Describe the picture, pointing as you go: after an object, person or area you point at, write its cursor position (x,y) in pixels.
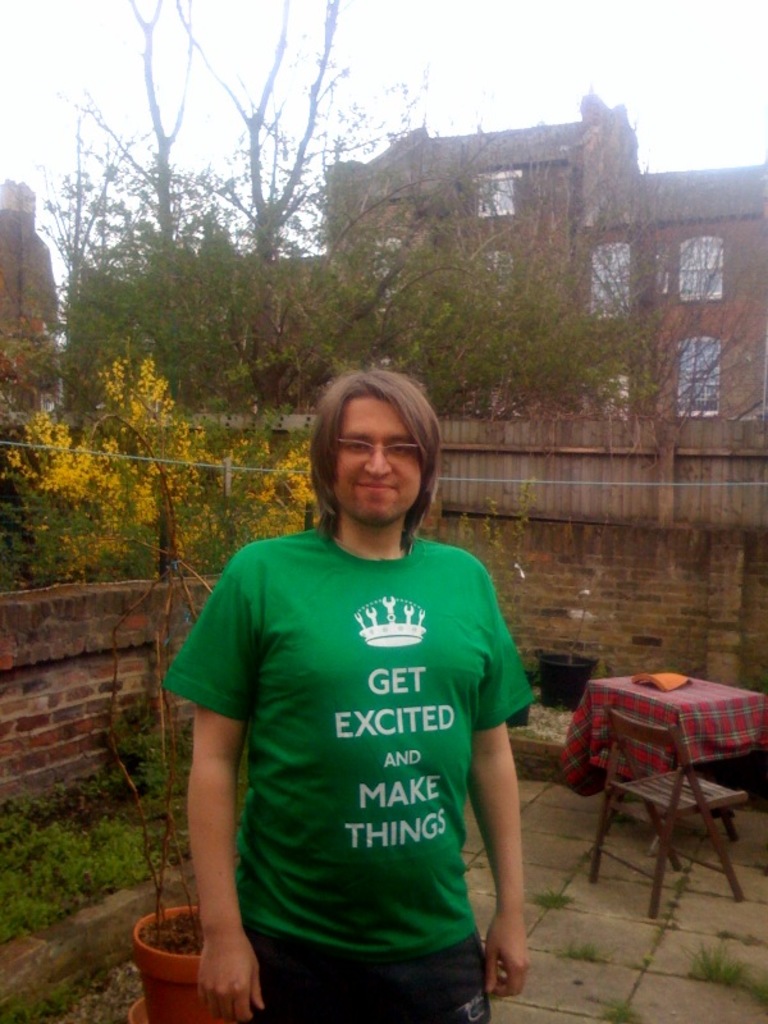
This picture shows a man (384,529) standing with a smile (385,488) on his face (381,500) and we see few houses (341,193) on his back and few plants (375,348) and a table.
